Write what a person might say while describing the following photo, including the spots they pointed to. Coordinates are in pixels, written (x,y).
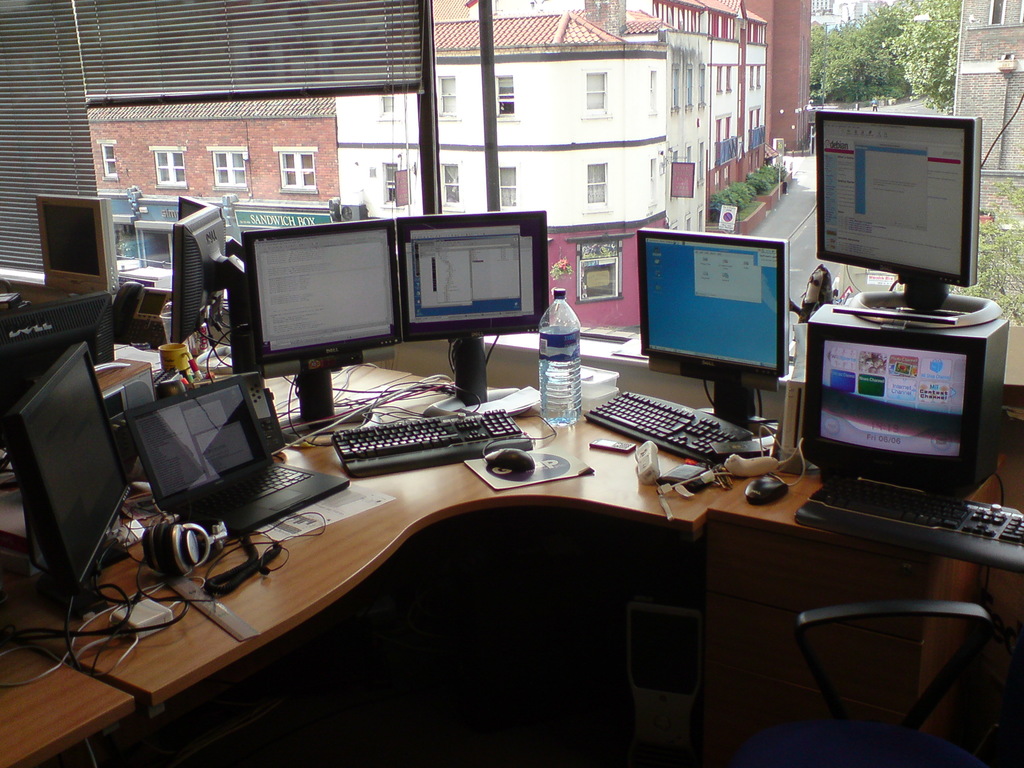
This is a table (789,516) on which few computers (213,438) are placed and a water bottle (567,387) and other cables (270,545). Near to it we can find a window (564,93), through window (695,139) we can see buildings (602,96) and trees (848,99).
